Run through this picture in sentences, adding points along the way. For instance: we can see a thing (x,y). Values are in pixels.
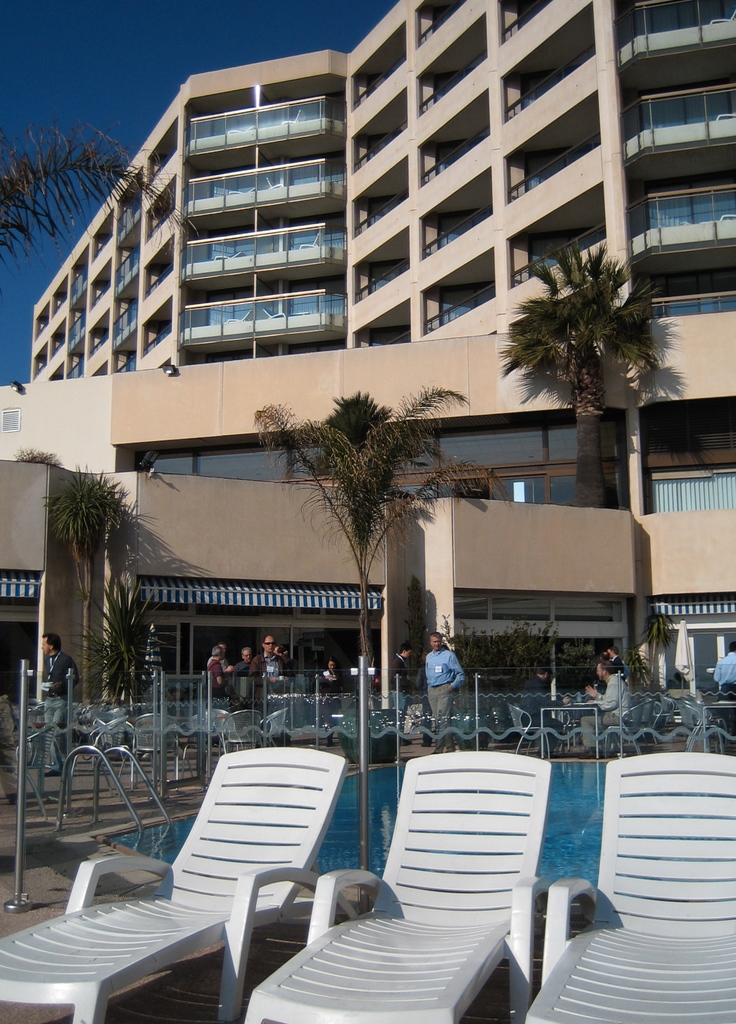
In this image, I can see a building (174,240) with the glass doors (329,214). In front of a building (202,546), there are few people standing and the trees (634,671). At the bottom of the image (191,921), I can see the lounge chairs (319,934). Behind these lounge chairs (229,812), there is a swimming pool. In the background (78,56), I can see the sky (260,56).
